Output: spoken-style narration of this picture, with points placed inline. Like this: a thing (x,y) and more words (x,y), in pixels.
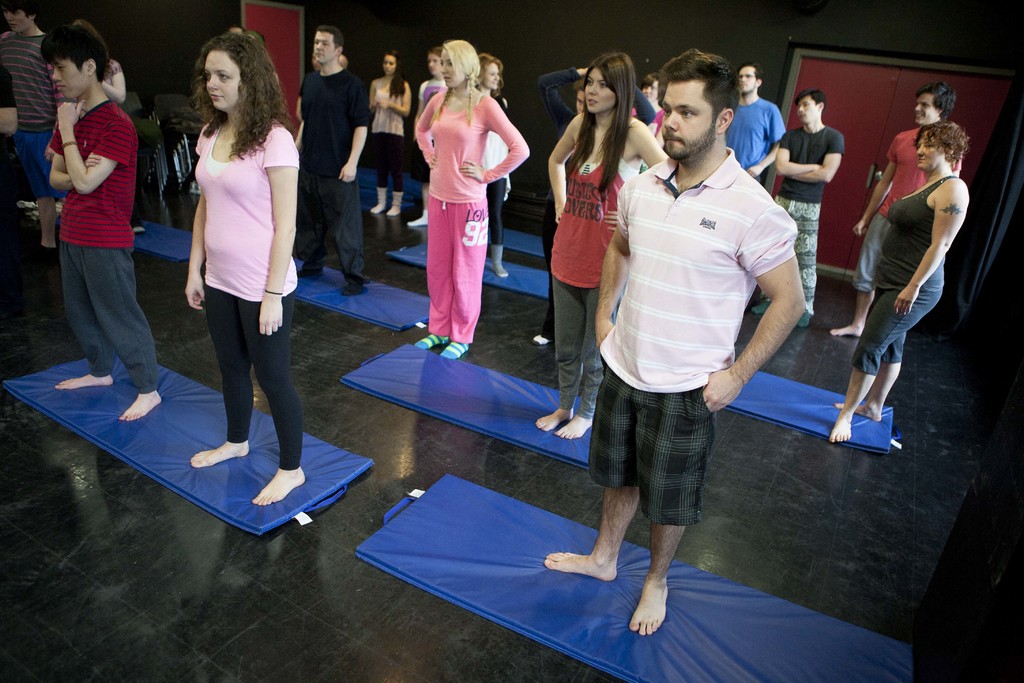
In this image, I can see a group of people (326,161) standing on the mats (449,493), which are on the floor (448,609). In the background (834,100), I can see a door (901,103) with a door handle (872,179).
